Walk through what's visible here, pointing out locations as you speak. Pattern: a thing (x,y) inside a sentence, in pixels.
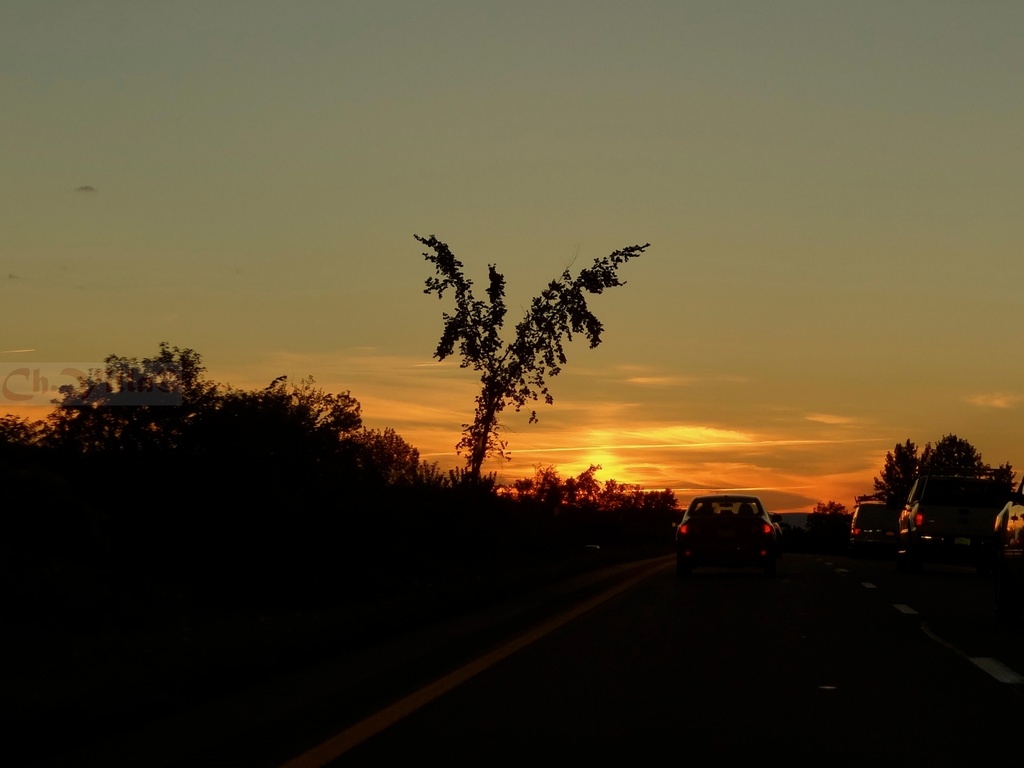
This picture is taken from the outside of the city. In this image, on the right side (952,556), we can see a vehicle (931,518). On the right side (952,446), we can also see some trees (912,480) and a vehicle (890,506). In the middle of the image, we can see a vehicle (684,515). On the left side (287,447), we can see some trees (342,463) and plants (572,537). At the top (576,84), we can see a sky (653,167) and a sun (618,471). At the bottom (626,652), we can see black color.
